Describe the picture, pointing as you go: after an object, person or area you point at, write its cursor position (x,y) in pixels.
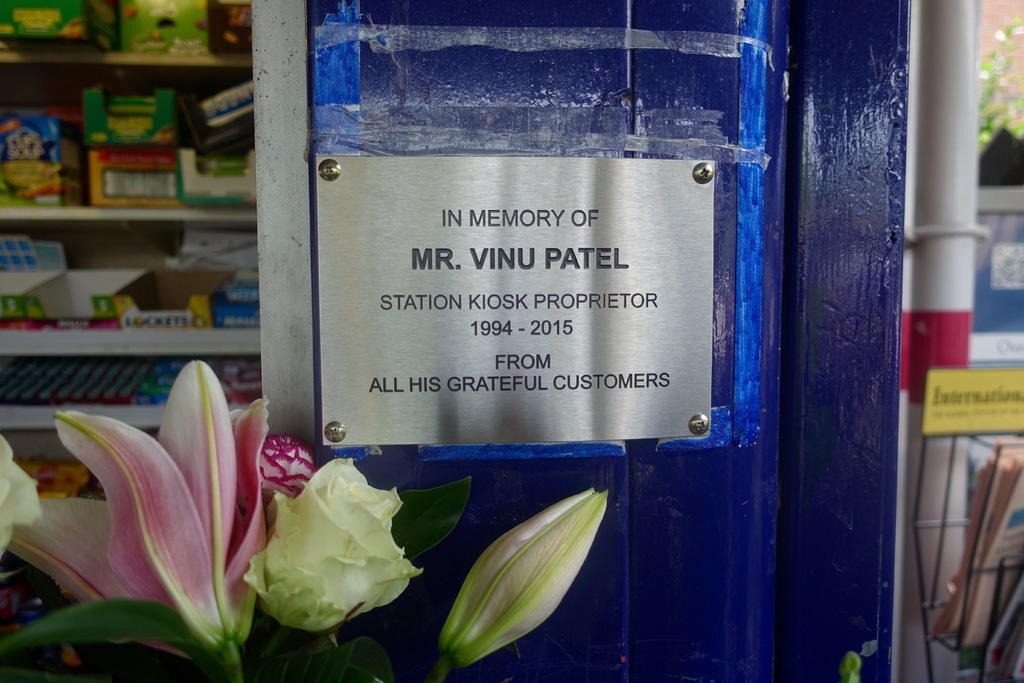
In this image we can see some boxes (142,107), and objects (73,377) on the racks (112,353), there are some flowers (131,588), magazines (1003,511) on the stand (985,400), also we can see the pole (957,196) and a board (564,299) with some text (564,299) on it, and the background (982,136) is blurred.
